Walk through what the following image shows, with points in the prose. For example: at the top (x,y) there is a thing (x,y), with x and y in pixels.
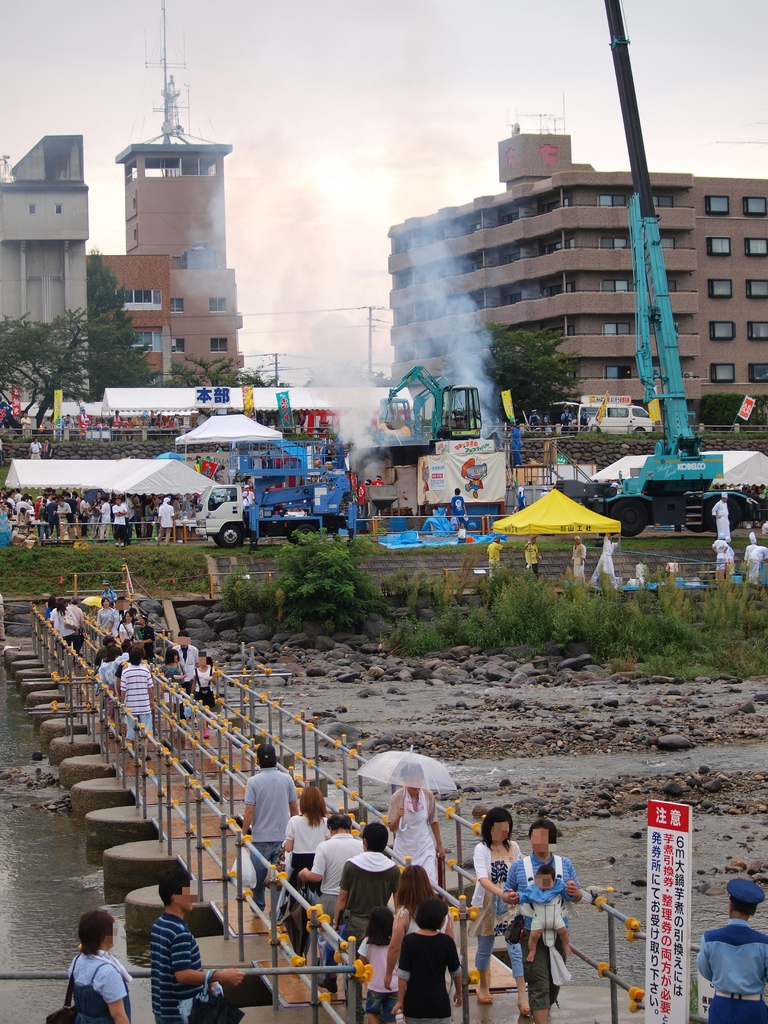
In this image we can see a building (204,337), here are the trees (241,371), here is the bridge (146,686), here are the group of people (179,937) walking, here are the rocks (392,736), here are the small plants (650,609), here are the vehicles (203,498) on the ground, here is the crane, here is the umbrella tent (531,521), here is the smoke (324,331), above here is the sky (260,237).
